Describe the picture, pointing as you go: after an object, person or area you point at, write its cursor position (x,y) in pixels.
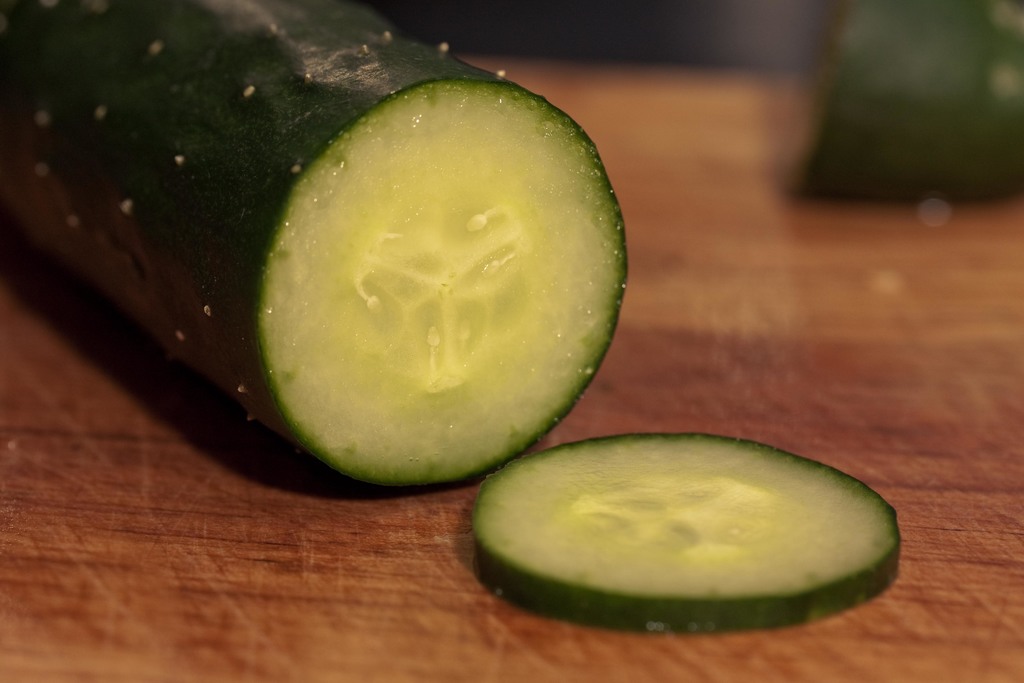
In this image, we can see a cucumber slice (699,516) and in the background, there are some more cucumbers (496,143) on the table (910,437).
